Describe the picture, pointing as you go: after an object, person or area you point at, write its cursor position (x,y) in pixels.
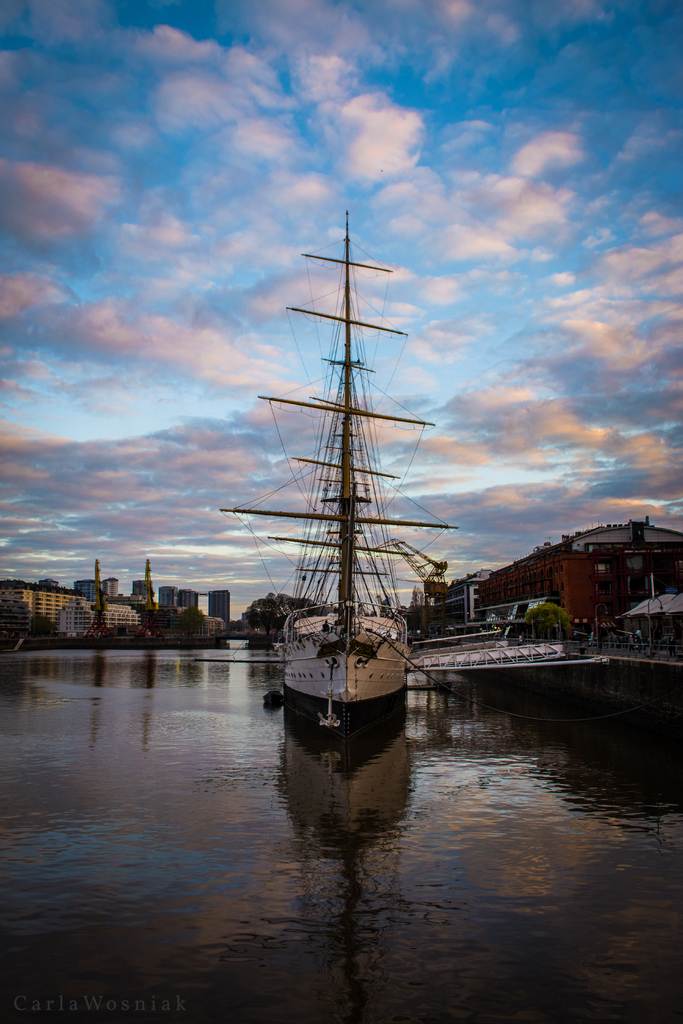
In this picture I can see the water (319,877) at the bottom (362,848), there is a ship (358,675) in the middle (379,658). In the background (41,610) there are buildings (645,592) and trees (256,622), at the top (384,240) there is the sky (358,240).
